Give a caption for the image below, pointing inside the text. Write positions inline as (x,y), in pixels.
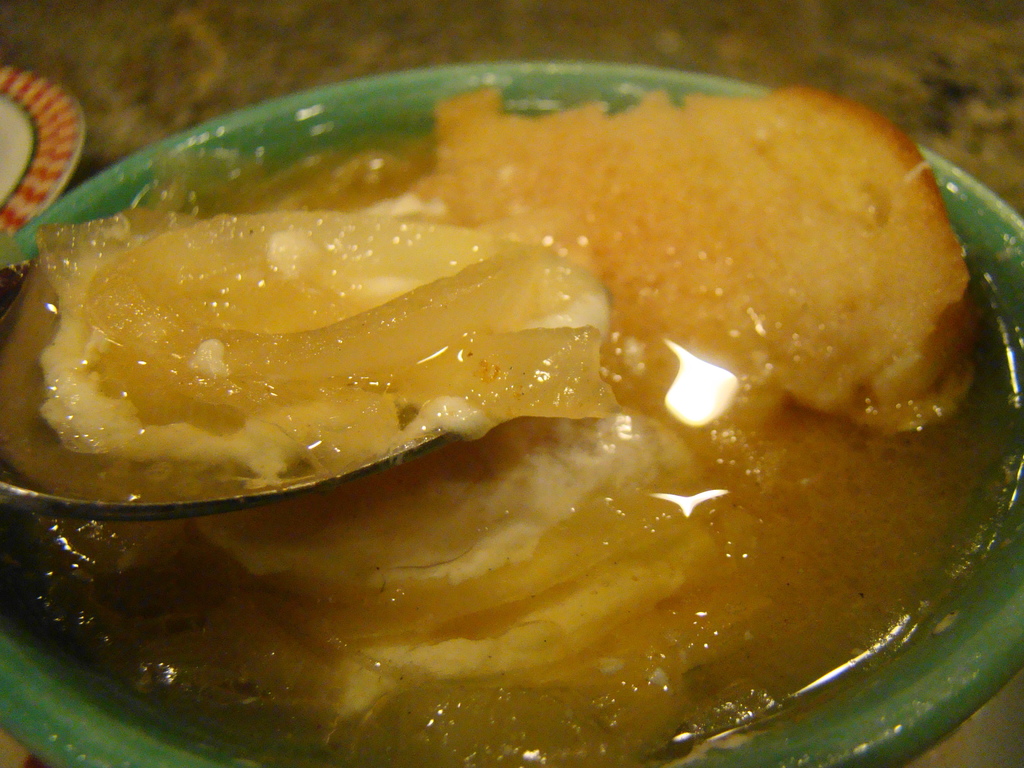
In the image there is soup (272,551) in the bowl (741,91) with a spoon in it, in the back (67,134) there is a plate (28,127).
